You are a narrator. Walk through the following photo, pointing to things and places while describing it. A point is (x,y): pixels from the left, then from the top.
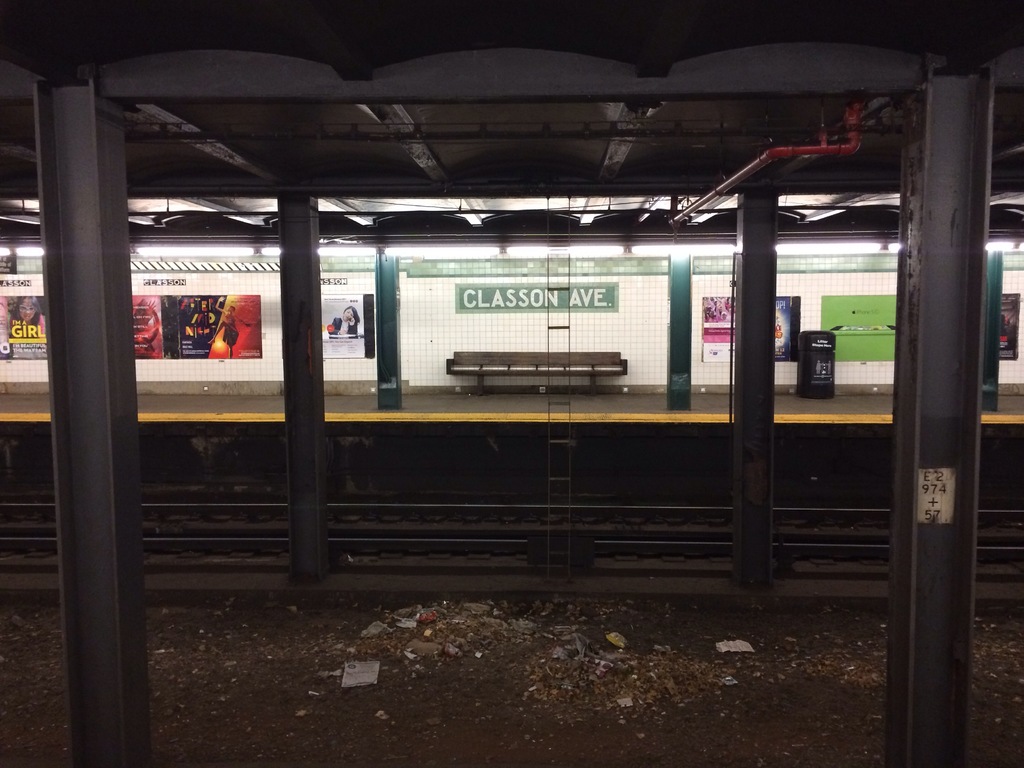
In this image I can see few pillars (678,380), railway track (467,518). In the background (559,375) I can see the bench (574,375) and I can also see few boards (252,302) attached to the wall (623,298) and the wall (634,317) is in white color.
